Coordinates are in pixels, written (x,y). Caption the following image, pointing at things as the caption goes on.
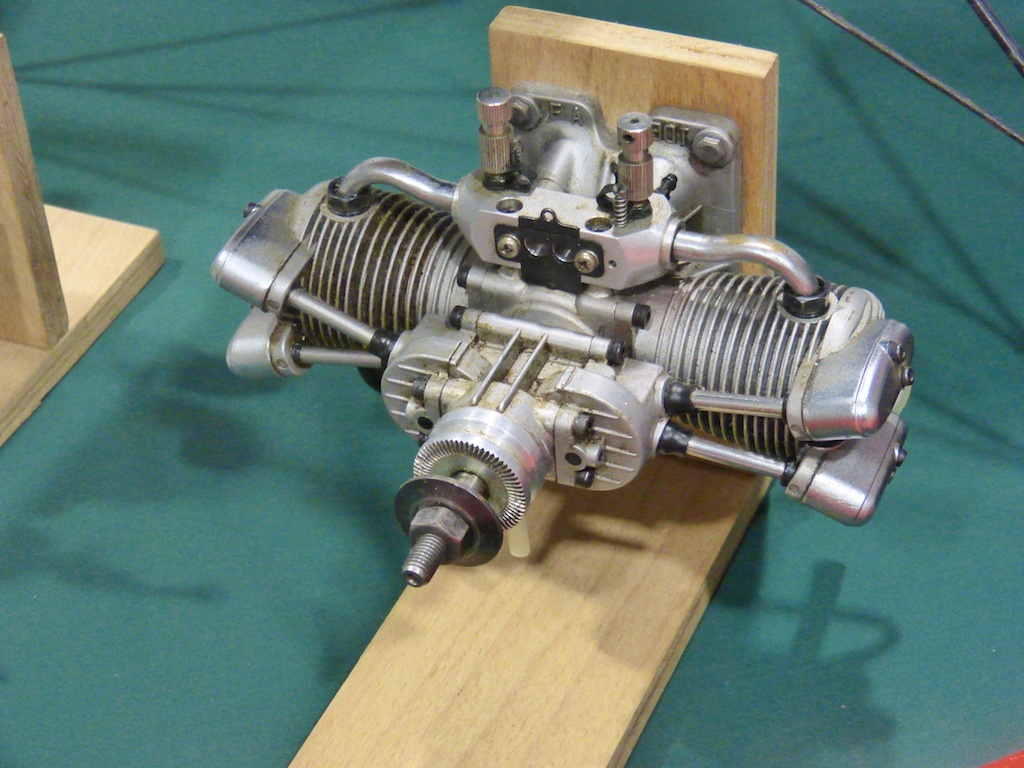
In this image we can see an engine (494,316) placed on a wooden board (588,565). In the background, we can see the cables (954,94).
